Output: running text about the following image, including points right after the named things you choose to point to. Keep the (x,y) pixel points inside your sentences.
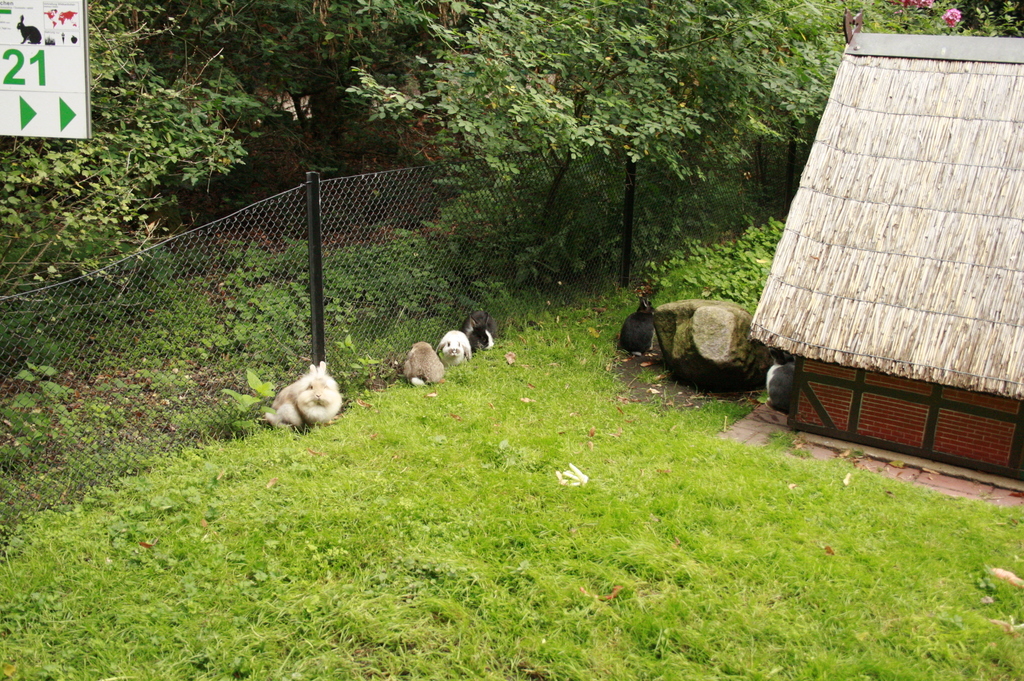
In this picture we can describe about the view of the backyard (659,360) in which we can see six white, brown and black color rabbits (298,389) sitting in the grass field (407,425). Behind we can see fencing net (461,218). On the right corner of the image (864,249) we can see hut (940,337) with straw roof (927,345).
